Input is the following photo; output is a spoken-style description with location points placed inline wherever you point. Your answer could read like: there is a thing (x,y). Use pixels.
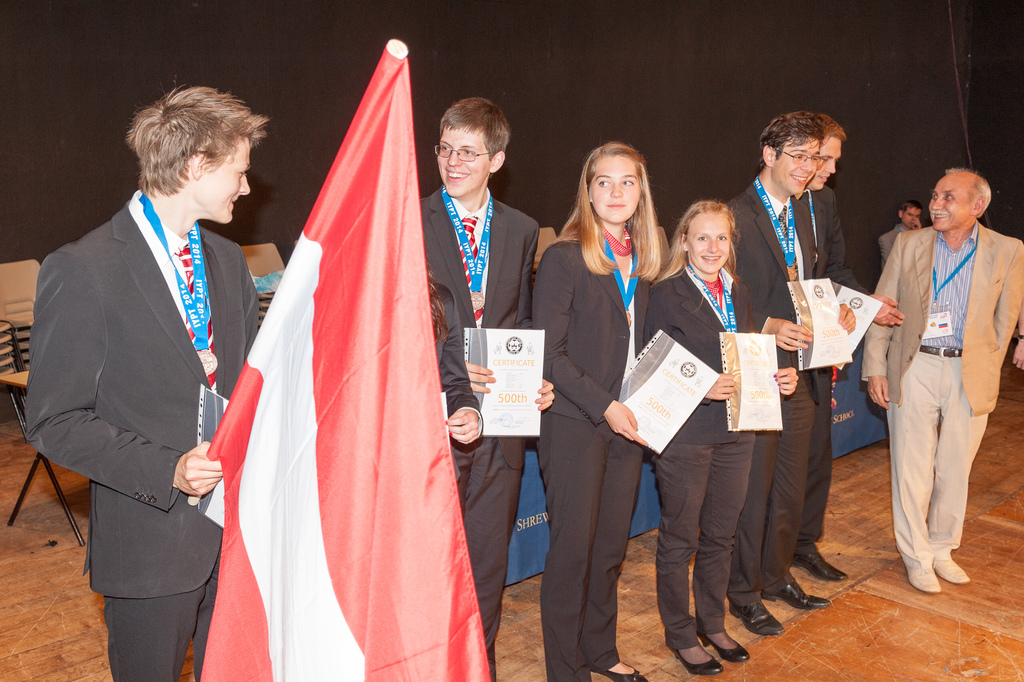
In this picture I see few people (483,244) who are standing and I see that all of them are wearing formal dresses (832,254) and I see that the man (231,217) on the left (129,352) is holding a flag (350,253) which is of red and white in color and all of them, except the man (933,266) on the right (948,376) are holding papers (646,367) in their hands (790,377) and it is dark in the background (244,80).
